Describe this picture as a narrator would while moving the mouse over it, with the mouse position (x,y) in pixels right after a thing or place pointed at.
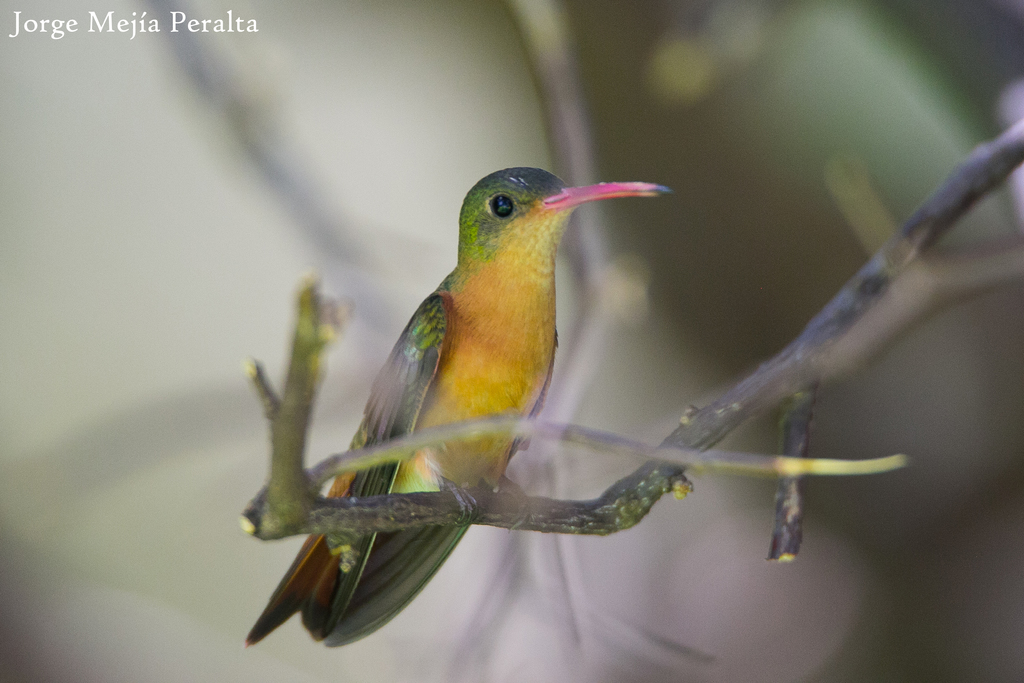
In this image, we can see a bird (432,455) on the stem (299,347).
